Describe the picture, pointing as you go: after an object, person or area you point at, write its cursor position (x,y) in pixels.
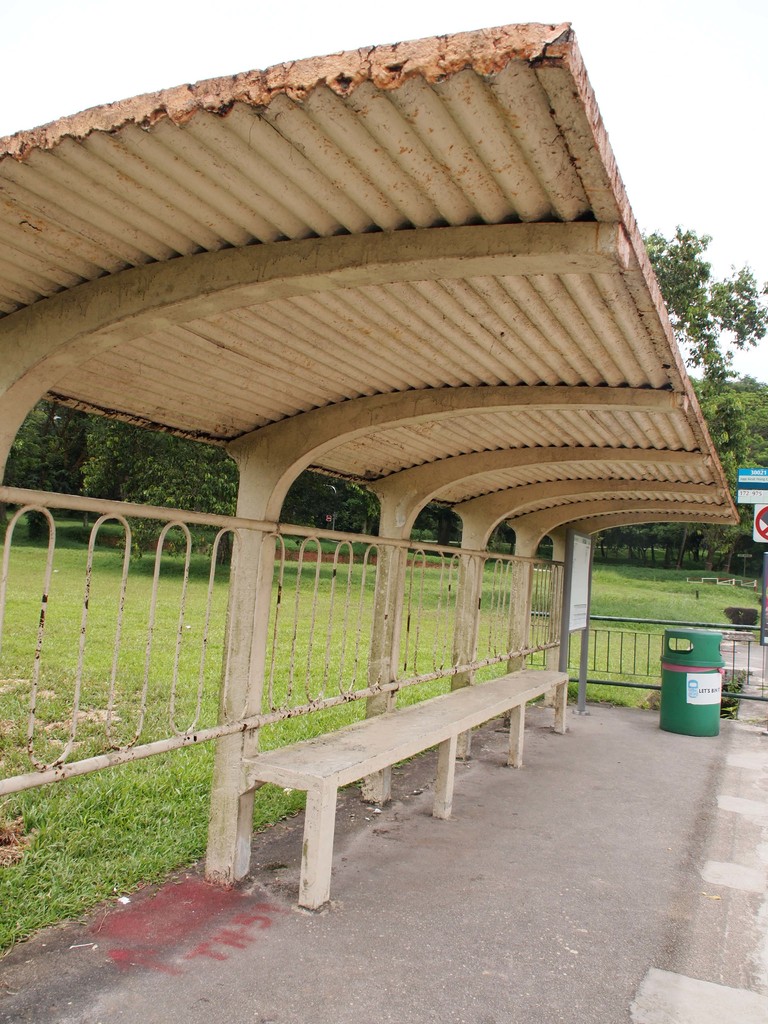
In this image there is a shelter (397,448) under the shelter (218,768) there is a bench (425,702), beside that there is dustbin (669,705), in the background (679,588) there is garden (626,591) trees (682,279) and the sky (685,201).
